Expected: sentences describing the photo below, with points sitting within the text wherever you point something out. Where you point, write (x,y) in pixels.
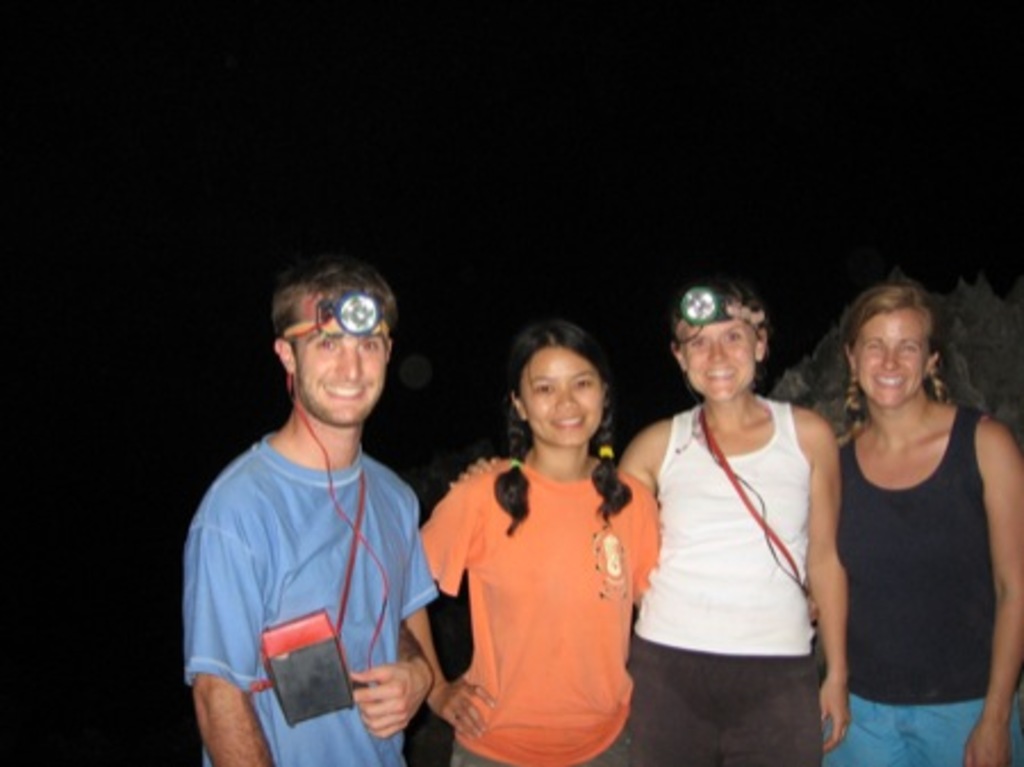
This picture describes about group of people (568,424), they are all smiling, we can see few head lamps (311,323) and we can find dark background (627,149).
